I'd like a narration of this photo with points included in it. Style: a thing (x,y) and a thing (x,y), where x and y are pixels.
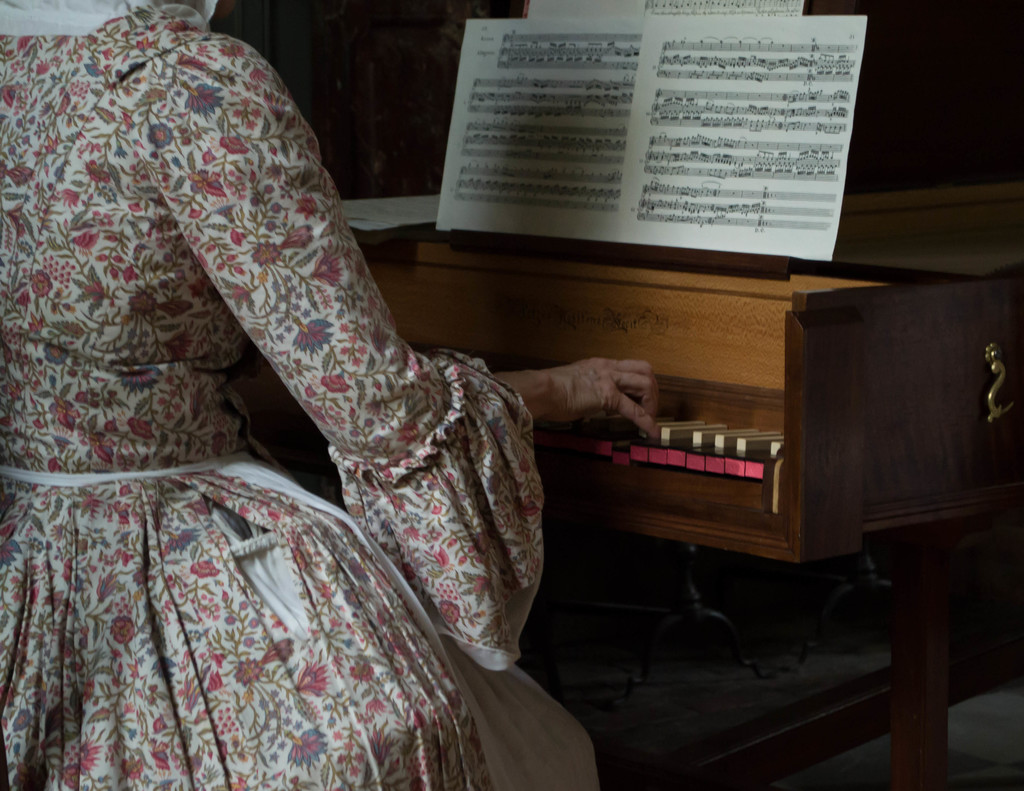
In this picture we can see woman (177,391) sitting on chair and playing piano (789,442) and on piano (788,427) we can see musical notes (695,151).
